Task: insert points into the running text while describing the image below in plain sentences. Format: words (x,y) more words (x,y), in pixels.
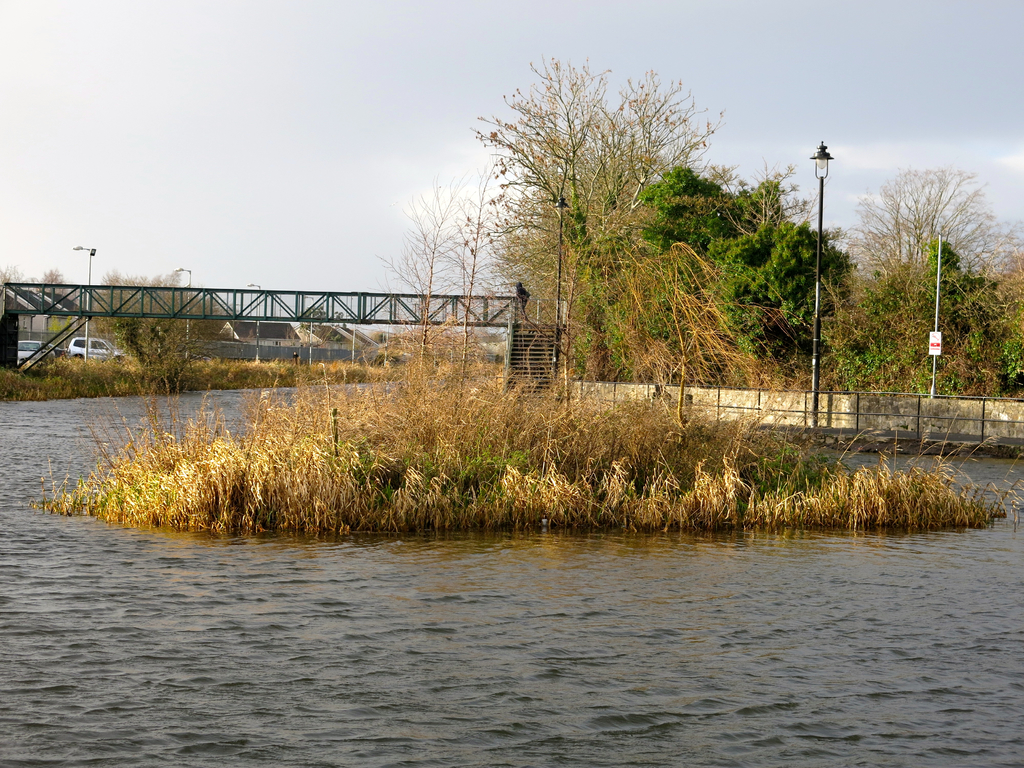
This picture is clicked at a lakeside (518,661). In the center of the lake (571,659) there is grass (565,437). There is bridge (6,312) on the lake (526,674) and there is a person (516,297) standing on it. There are street lights (821,216), trees (639,266), buildings (254,327), vehicles (103,355), sky (250,156) and water (177,679) in the image.
